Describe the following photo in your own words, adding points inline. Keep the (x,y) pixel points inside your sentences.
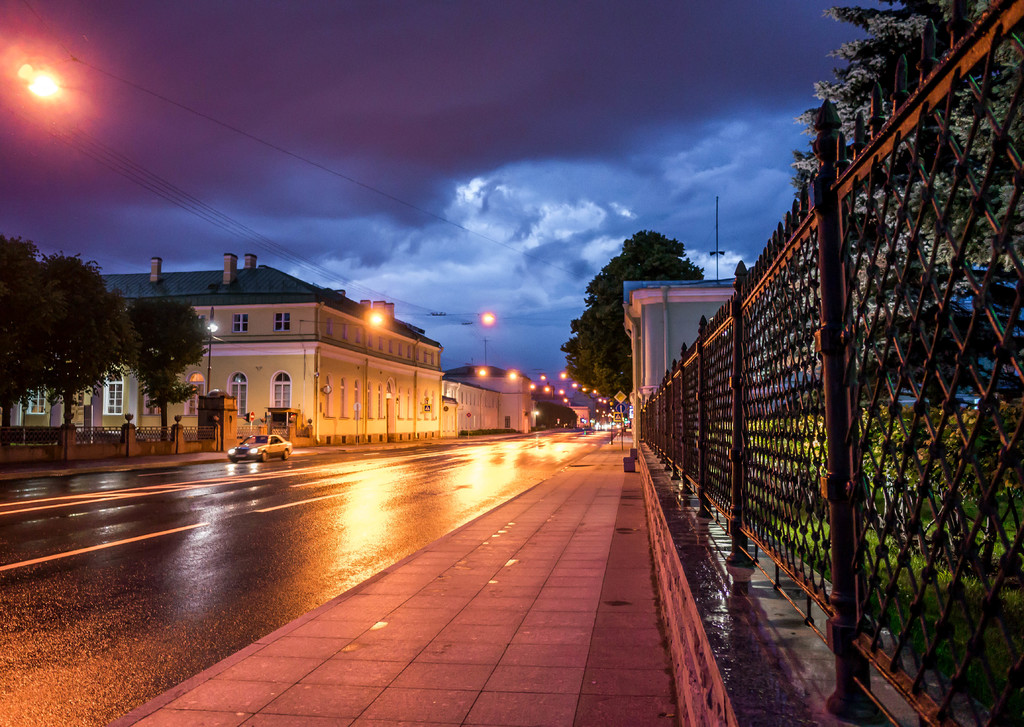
In this picture we can see a car (274,451) on the road (360,483), footpath (396,587), fence (720,399), trees (11,402), buildings (403,372) with windows (390,387), lights (567,374), sign boards (623,409) and in the background (328,251) we can see sky (503,104) with clouds (532,254).
